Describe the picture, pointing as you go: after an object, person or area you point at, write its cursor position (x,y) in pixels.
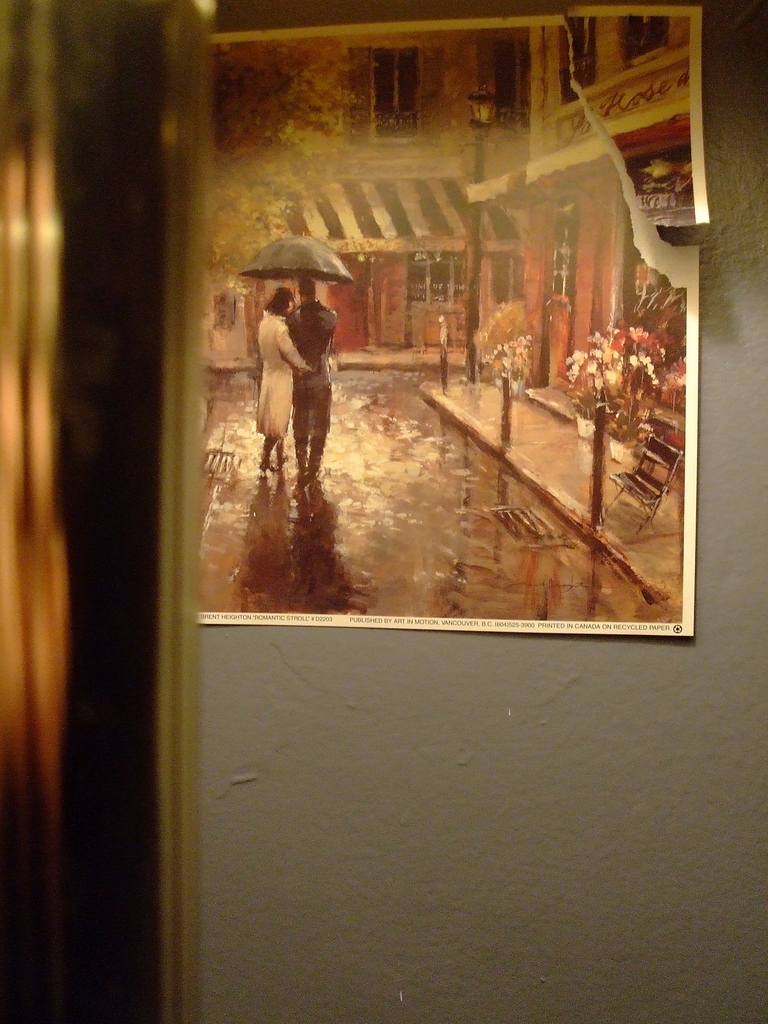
In this picture we can see a frame (225,611) on the wall (356,914). In this frame (318,374), we can see a man (318,361) and a woman (270,348) holding an umbrella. There is a building (533,330), a few flower pots (640,395), a chair (658,501), streetlights (472,364) on the path (582,501).
